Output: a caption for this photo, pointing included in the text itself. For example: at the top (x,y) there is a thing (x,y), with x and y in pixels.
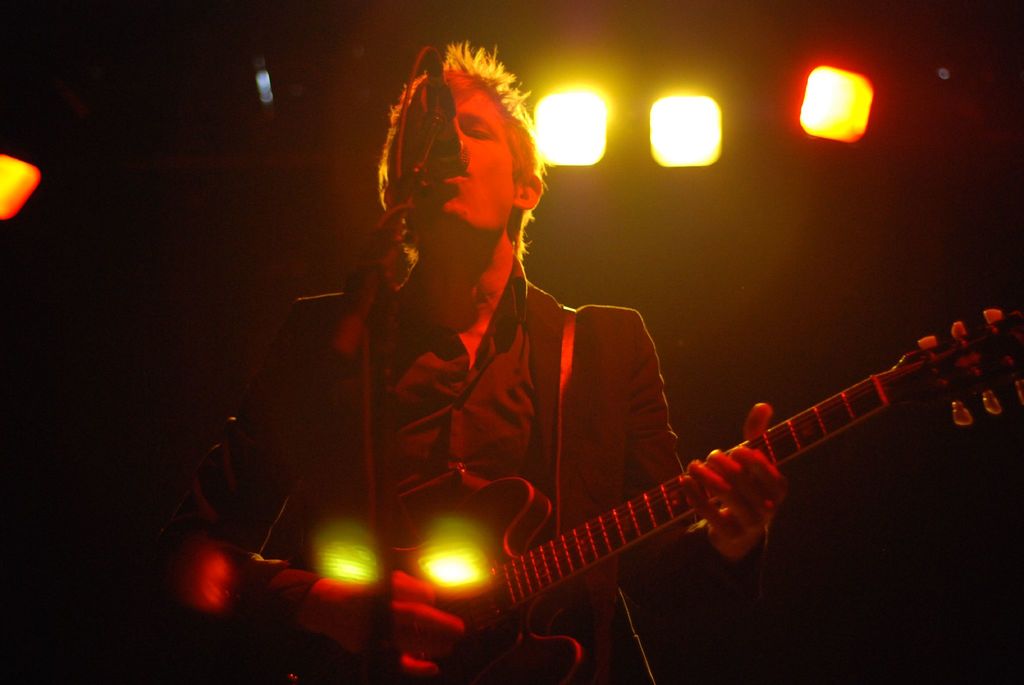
In the image we can see there is a person (421,411) who is standing and holding guitar (645,497) in his hand (711,474).
